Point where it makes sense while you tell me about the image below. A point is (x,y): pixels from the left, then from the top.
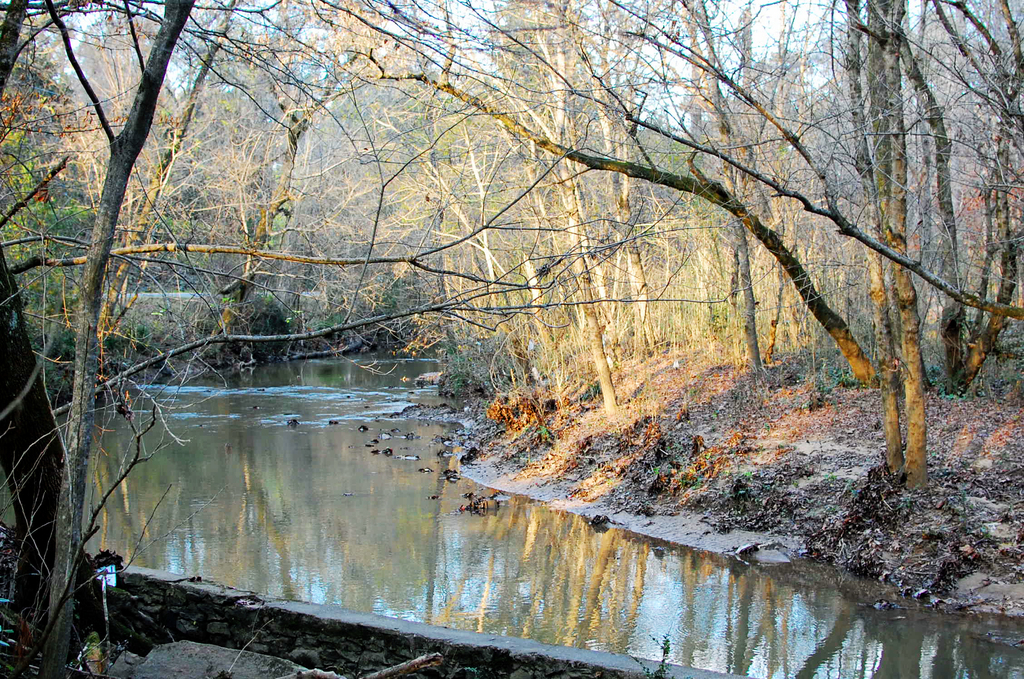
In this picture I can see the water (330,452) in the center (345,429) and I see number of trees (136,121) in the background (782,149).
